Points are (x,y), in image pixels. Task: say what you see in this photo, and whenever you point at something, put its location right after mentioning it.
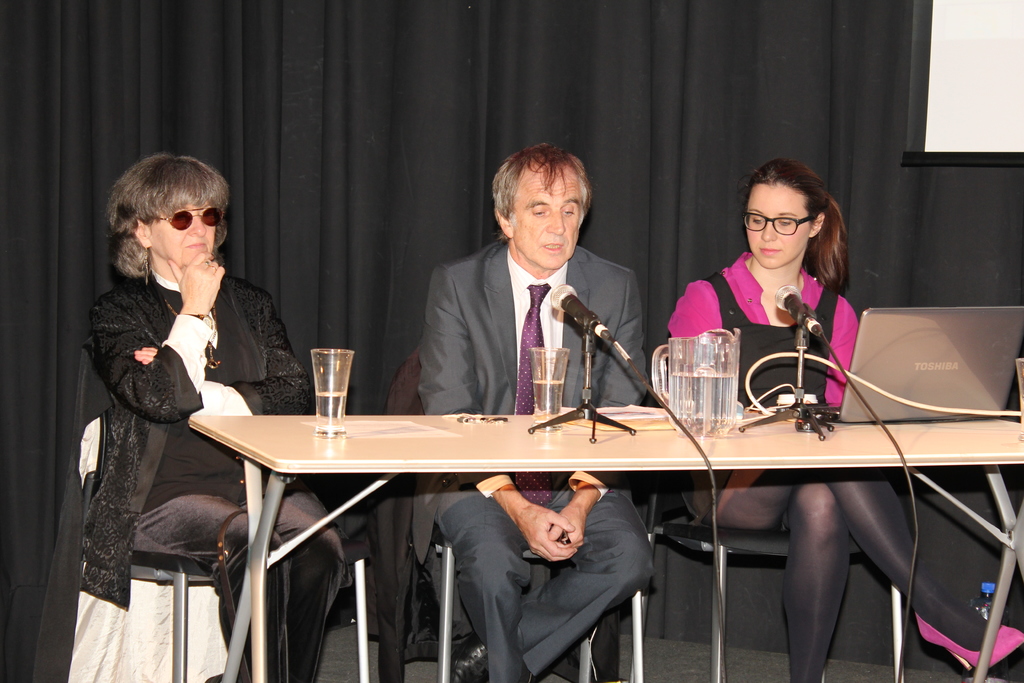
On the background (434,175) we can see black colour curtain (539,132) and a whiteboard (974,123). Here We can see three persons (682,297) sitting on chairs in front of a table (911,425) and on the table (908,438) we can see mikes (584,415), laptop (882,368), water jar (719,393), water glasses (335,420).
